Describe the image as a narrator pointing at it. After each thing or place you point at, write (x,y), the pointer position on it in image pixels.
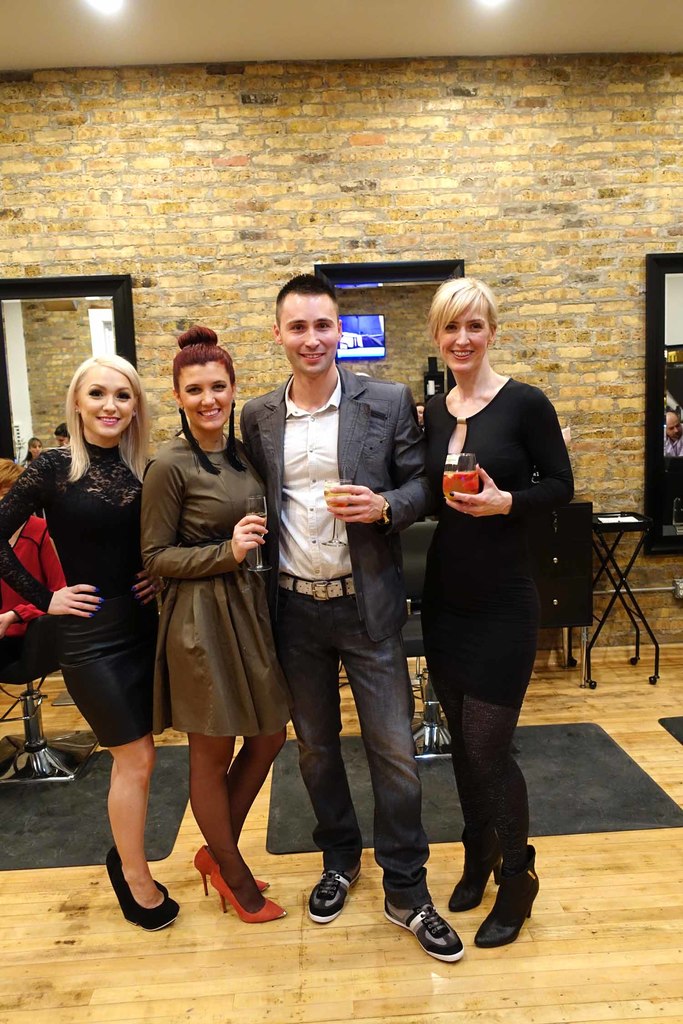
In the center of the image (316,358) there are people (370,525) standing. In the background of the image (270,299) there is wall (323,219). At the top of the image (429,55) there is ceiling (44,11) with lights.
